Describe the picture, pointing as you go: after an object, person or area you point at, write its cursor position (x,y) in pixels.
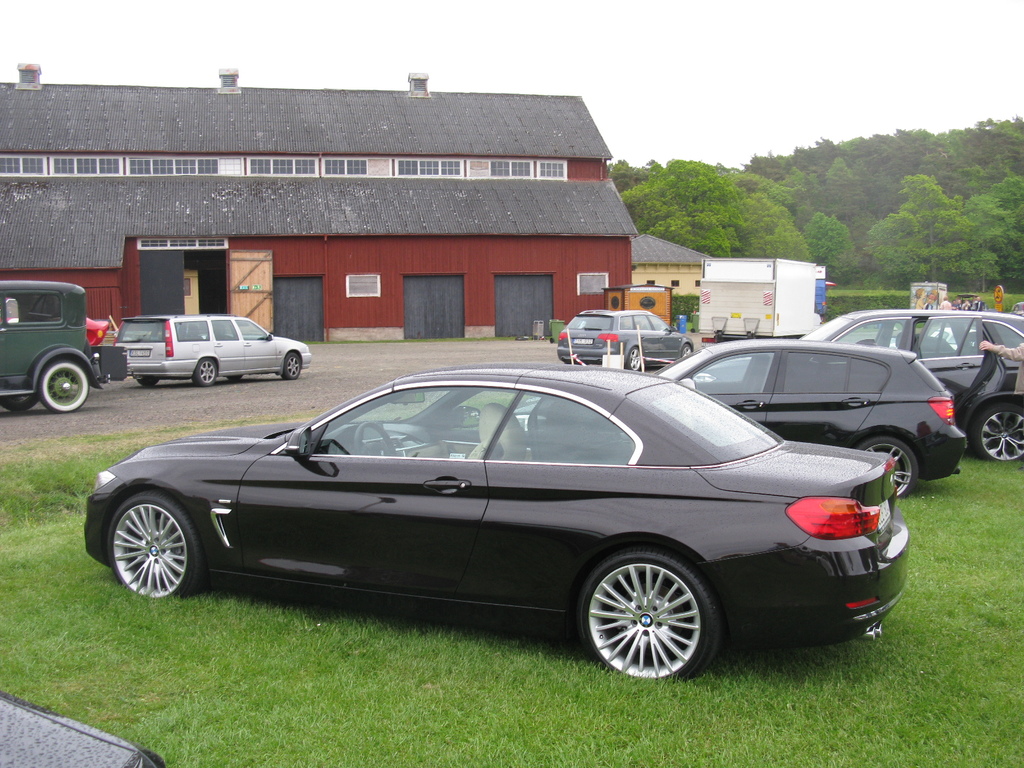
In the image there are few cars (517,553) on the grassland (129,624), in the back (131,290) there is a godown (453,175) with vehicles (69,333) in front of it on the road (348,387), on the right side (720,213) there are trees (830,206) and above its sky (497,52).
